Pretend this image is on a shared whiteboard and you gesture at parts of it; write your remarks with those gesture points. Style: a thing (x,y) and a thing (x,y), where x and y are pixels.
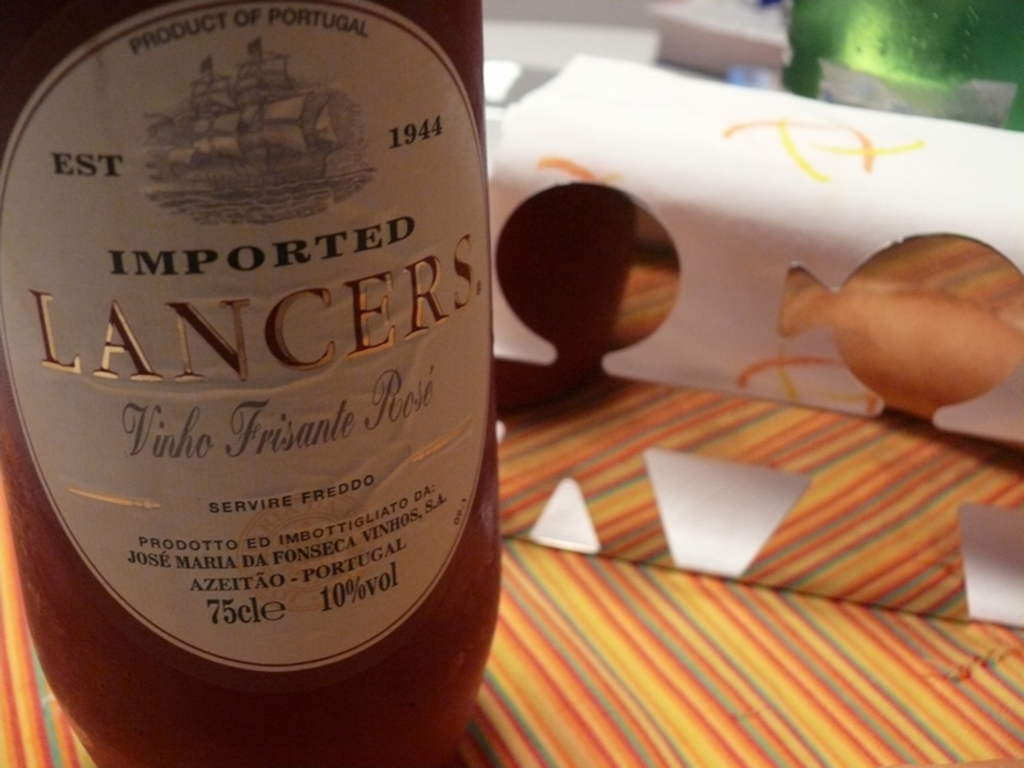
In this picture there is an imported lancers bottle (466,320), which is placed on the table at the left side of the image (297,621).
